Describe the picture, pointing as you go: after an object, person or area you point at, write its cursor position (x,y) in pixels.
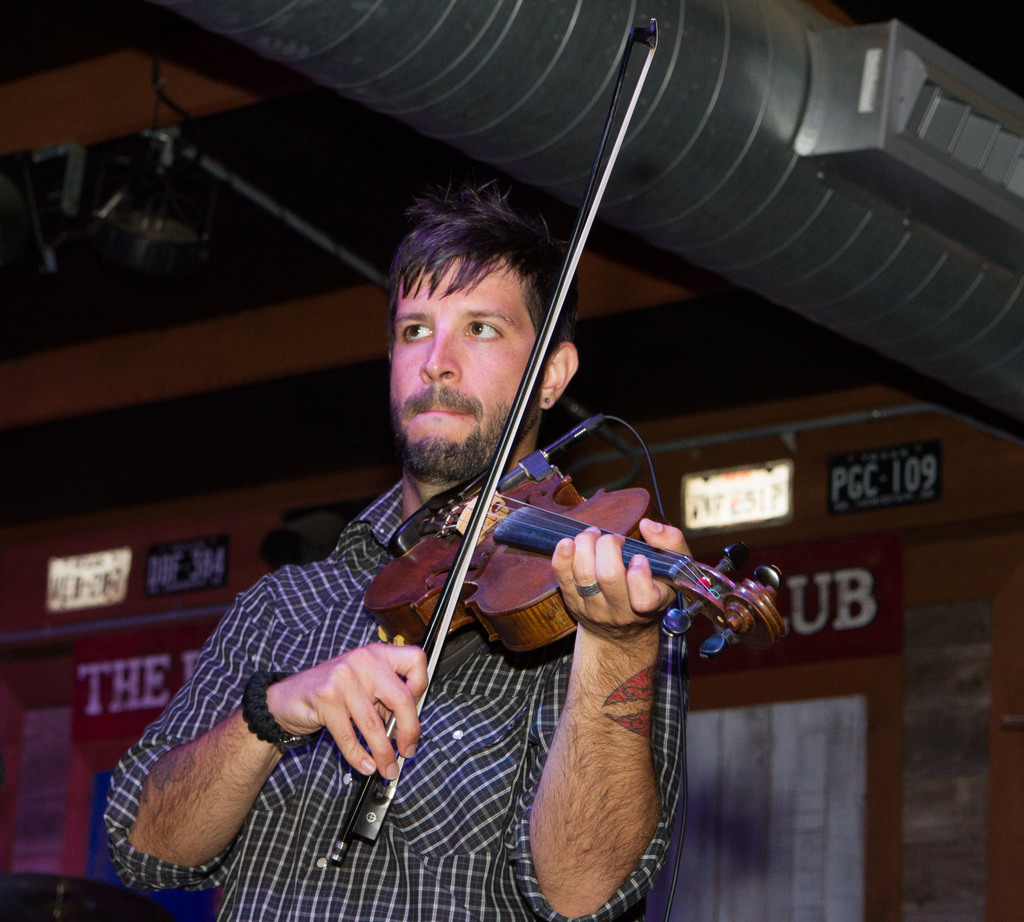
In this image in the front (430,574) there is a man (458,837) standing and playing a musical instrument (488,560) holding in his hand (598,565). In the background (236,554) there is a wall (205,597), on the wall (796,559) there is some text (157,670) written on it. On the top (385,25) there is a pipe (665,101) which is silver in colour.
